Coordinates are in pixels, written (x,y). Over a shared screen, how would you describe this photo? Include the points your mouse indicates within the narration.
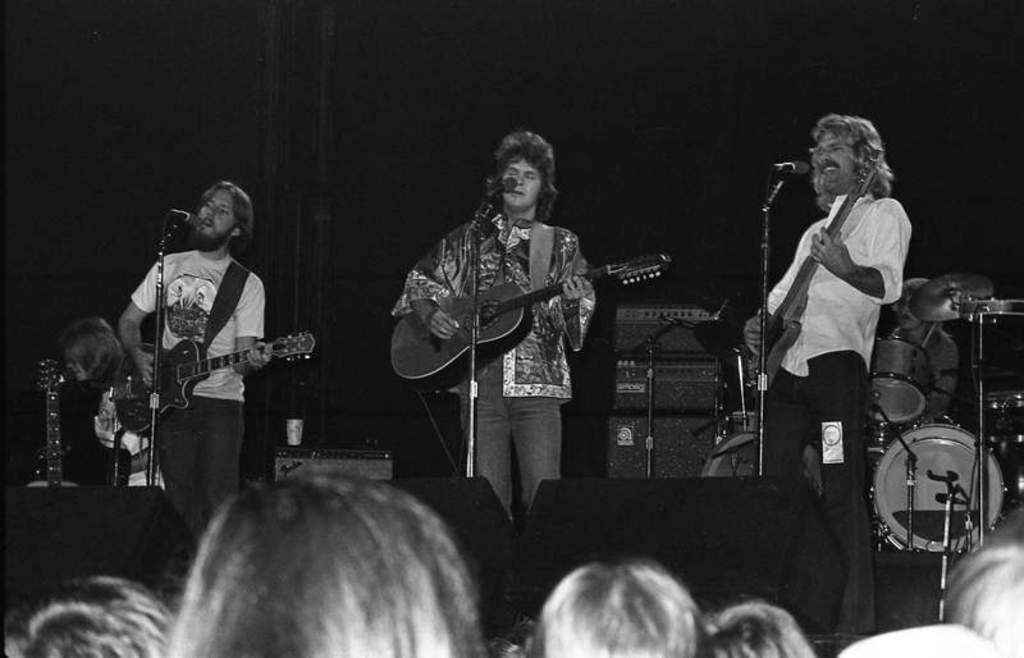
In this here we have 3 people (812,335) who seem like singing and here at the left (161,345) we have a person (214,344) wearing guitar (198,350) and singing, in front of him there is a microphone (182,223). At the center (519,240), this person (486,384) is closing his eyes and singing, at the right (872,204), he is also wearing guitar (806,267) and singing. In the background (933,336) we have some other person (939,367), in front of him there are some drums (895,464), he may be playing these drums (900,355). And here we have some person (124,444) and these seems like audience (694,617) and it is like a musical concert.
